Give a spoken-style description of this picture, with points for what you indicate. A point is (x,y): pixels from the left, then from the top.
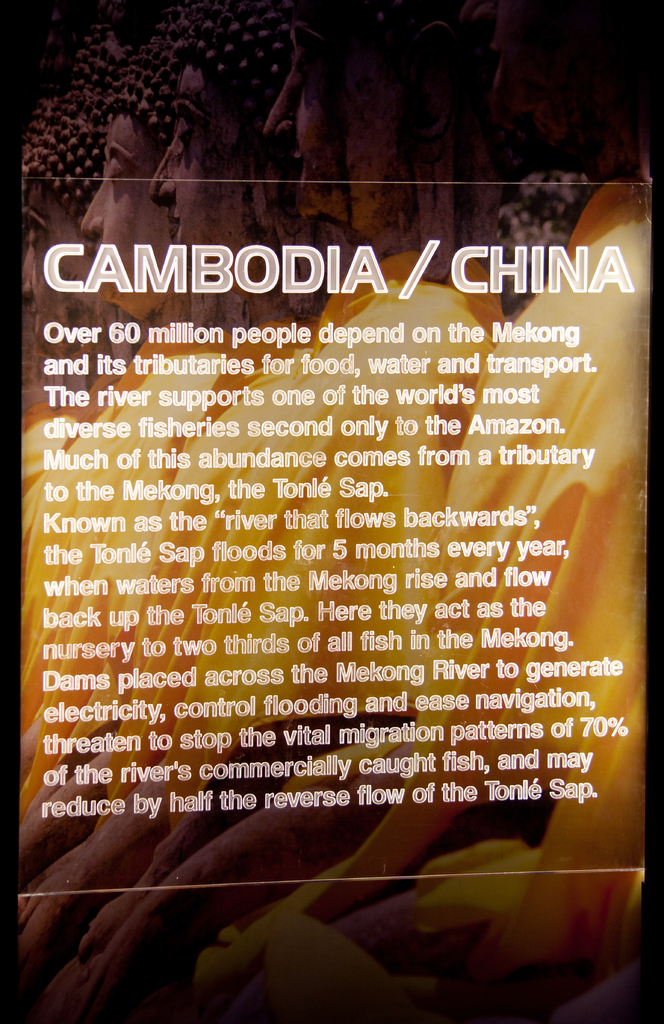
In this image we can see an information board (317,476).
